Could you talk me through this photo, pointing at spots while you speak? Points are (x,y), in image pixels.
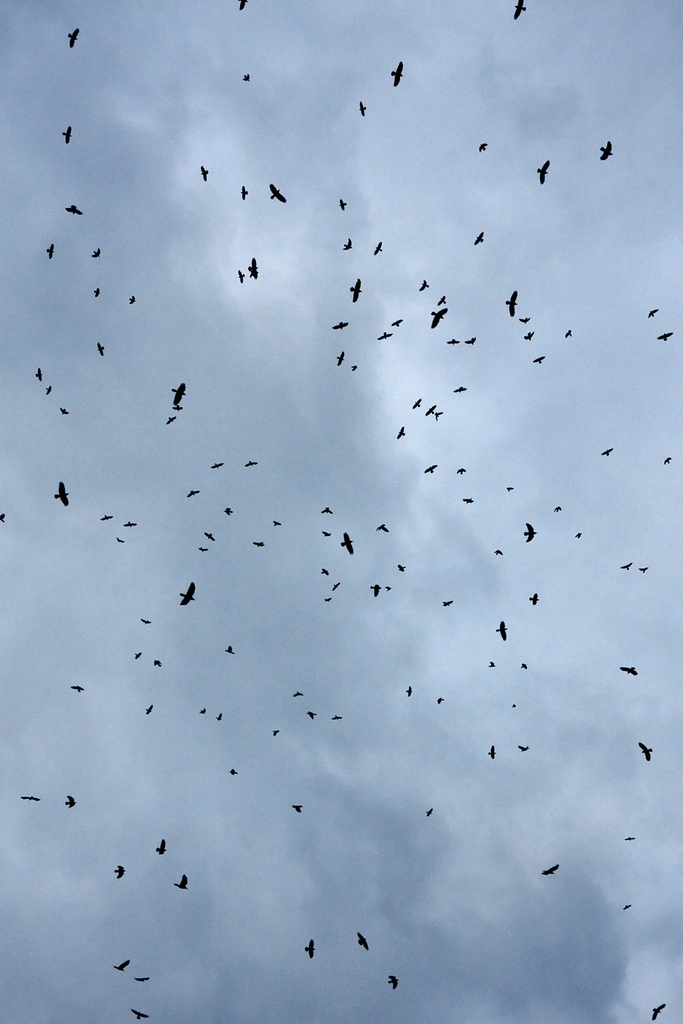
In this image I can see many birds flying in the air (383,639). In the background (222,482), I can see the sky (347,190) and it is cloudy.
